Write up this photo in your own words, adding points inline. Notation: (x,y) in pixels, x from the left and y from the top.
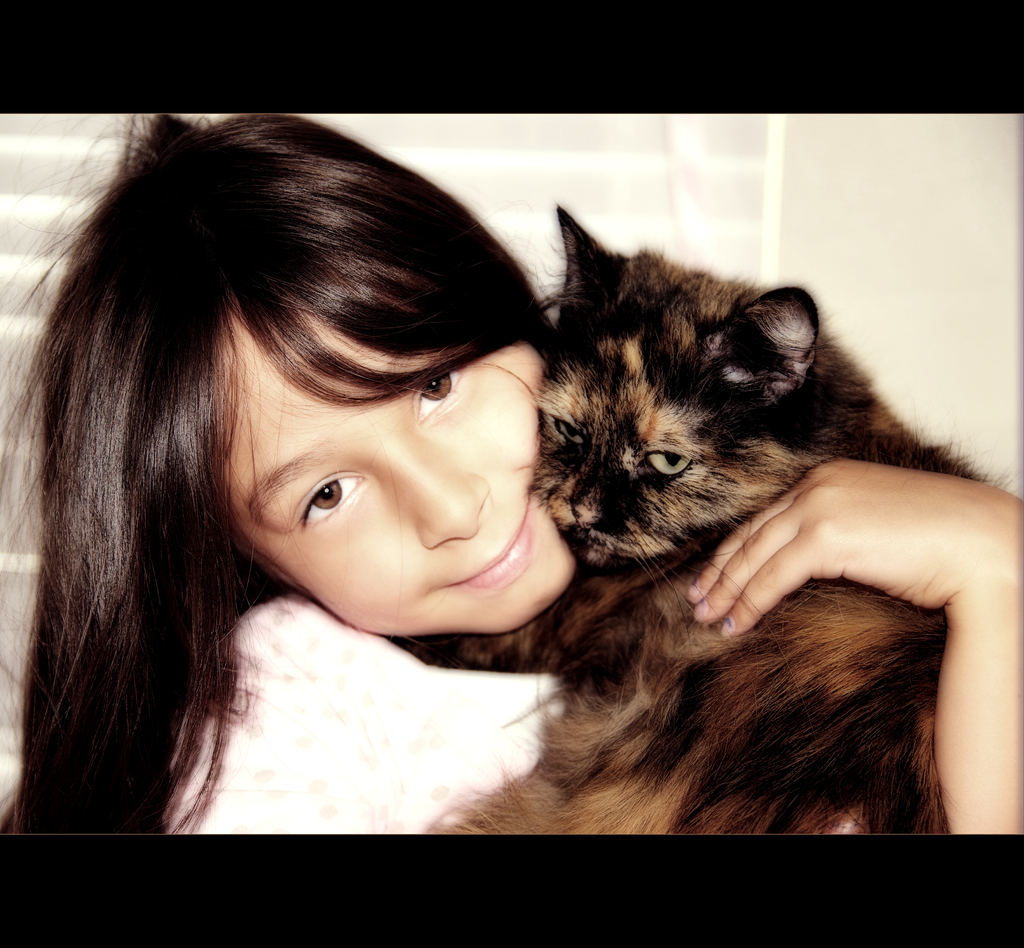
This picture shows girl (322,658) holding a cat (611,469) and she is smiling.
